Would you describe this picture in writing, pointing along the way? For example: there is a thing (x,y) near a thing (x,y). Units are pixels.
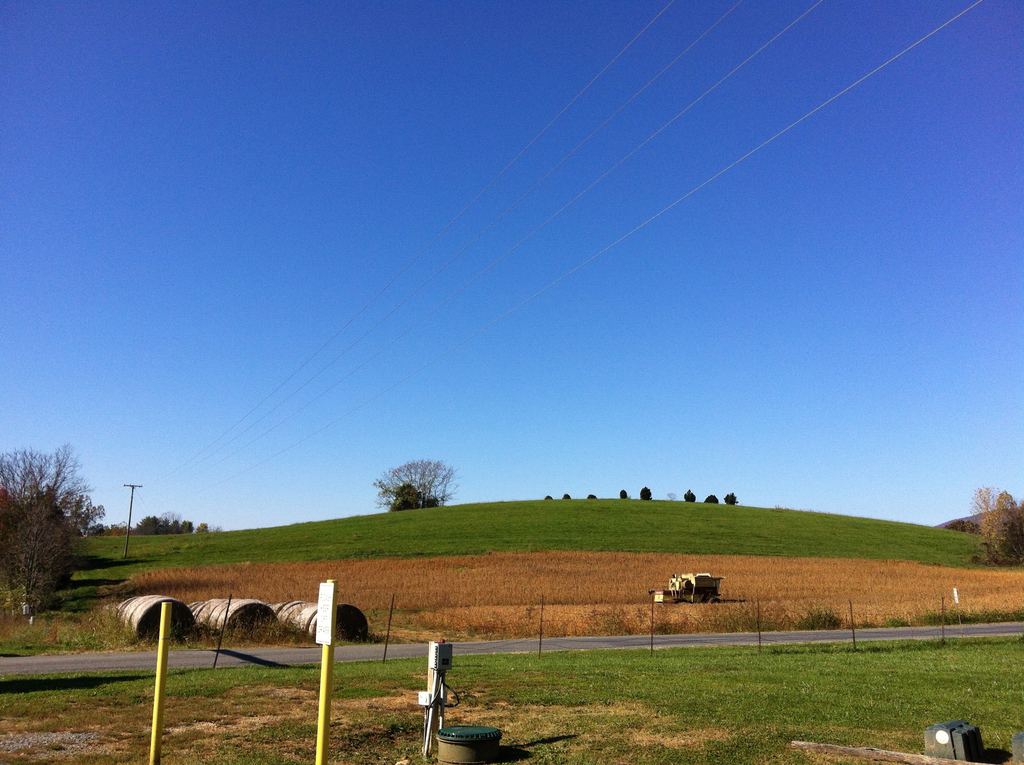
In this picture there is a boundary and small sign poles (330,635) at the bottom side of the image (330,649) and there is greenery (820,525) in the image and there are wires (657,75) at the top side of the image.
